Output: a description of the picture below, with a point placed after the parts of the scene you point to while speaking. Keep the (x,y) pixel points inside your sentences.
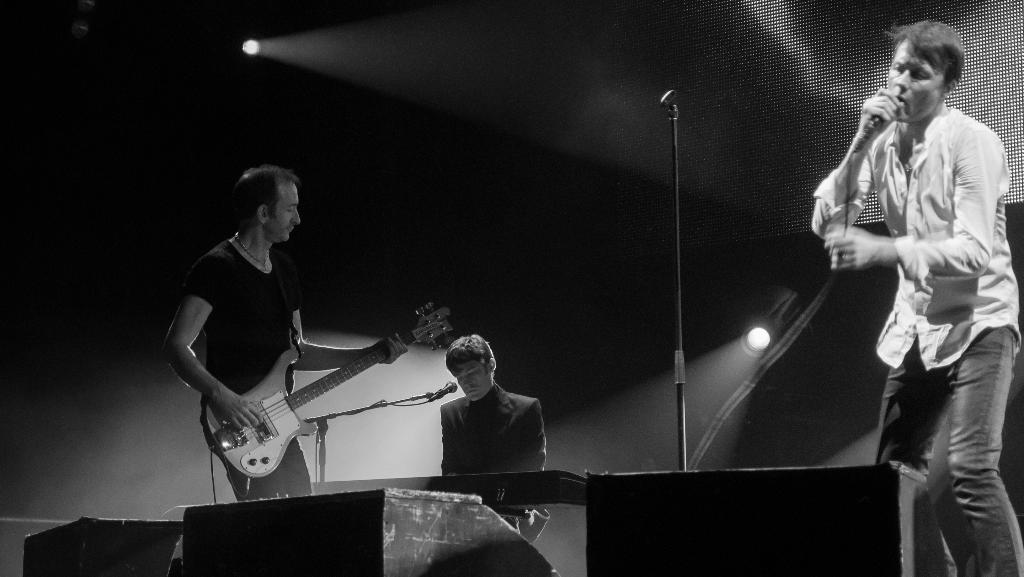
There are three men (494,386) in the picture. one guy (873,162) is singing holding a microphone (877,129) in his hand (882,122). And the remaining two (445,473) are playing musical instruments (261,436). One is guitar (281,415) and the other one is piano (485,491) on the stage (575,559). In the background (348,51), there is a light (290,46) here.
